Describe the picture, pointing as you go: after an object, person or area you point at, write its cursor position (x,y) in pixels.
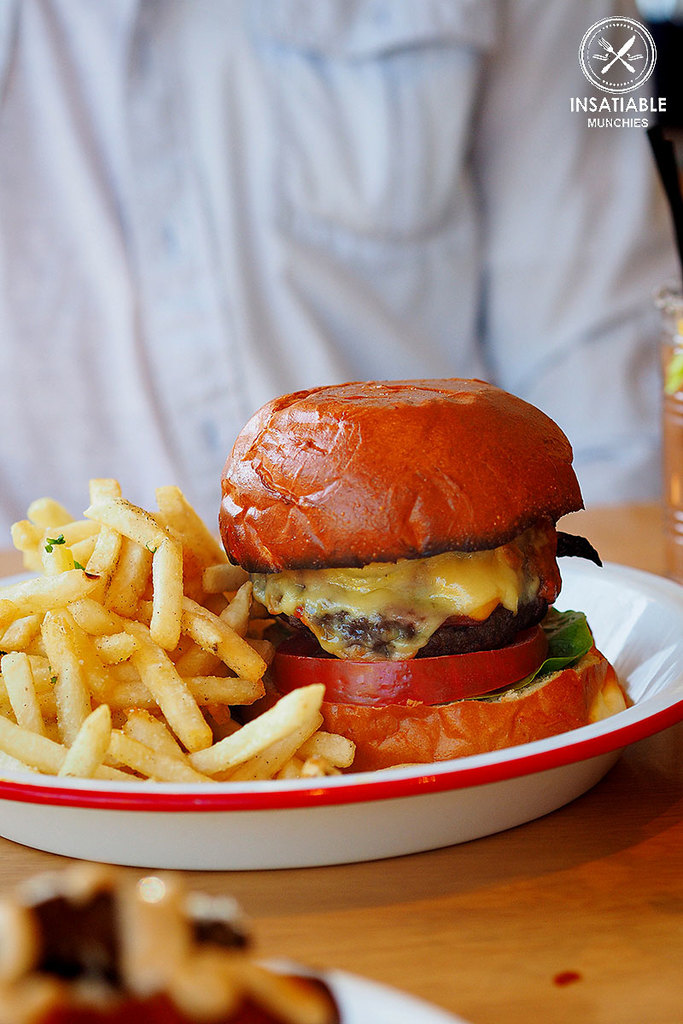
In this image we can see a person (356,233). There is some text (628,106) and logo (620,83) at the top of the image (619,76). There are two food plate (388,638) are placed on the table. There is an object (664,493) placed on the table (670,557) in the image.
